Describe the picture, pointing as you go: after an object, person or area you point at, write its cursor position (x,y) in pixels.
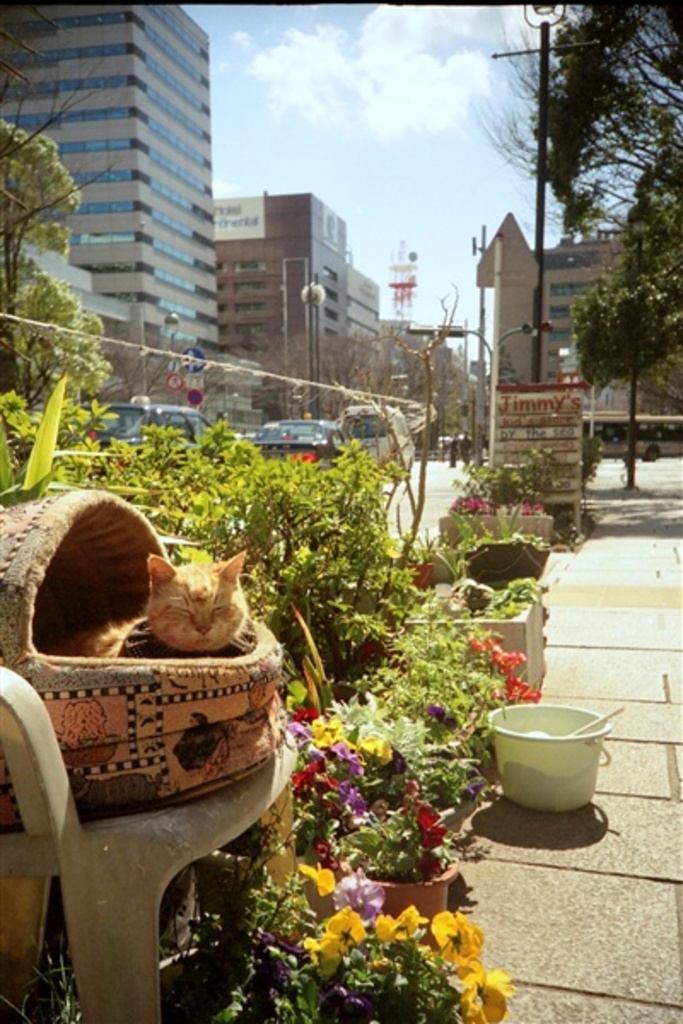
There is a flower garden (372,537) beside the footpath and there is a chair (1,730), on the chair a cat (160,631) is kept in a basket (73,555). Beside the footpath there is a road (429,468) and few cars (372,440) are moving on the road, there are a lot of buildings (526,296) around the road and on the right side (641,250) there is a tall tree (670,260).
